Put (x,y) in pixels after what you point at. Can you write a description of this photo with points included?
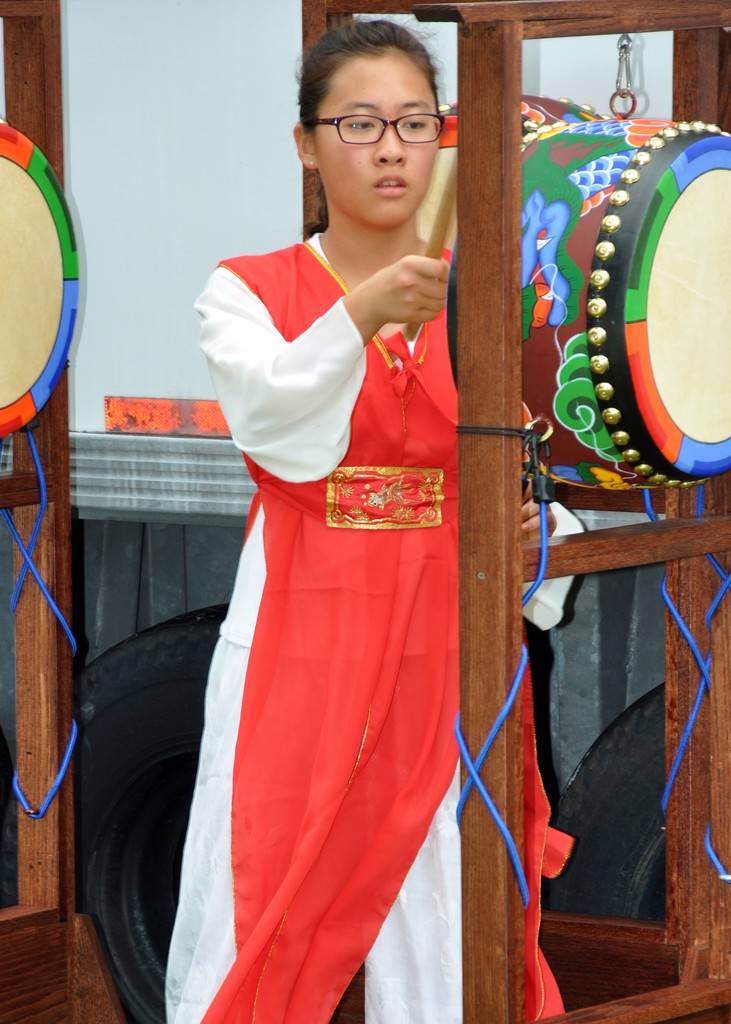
In this picture I can see a woman (274,920) wearing a red color dress (294,930) and in front of her I can see a wooden stand (458,361), in between stand (474,335) I can see a drum (600,206) and I can see a drum (18,344) on left side (40,289).
